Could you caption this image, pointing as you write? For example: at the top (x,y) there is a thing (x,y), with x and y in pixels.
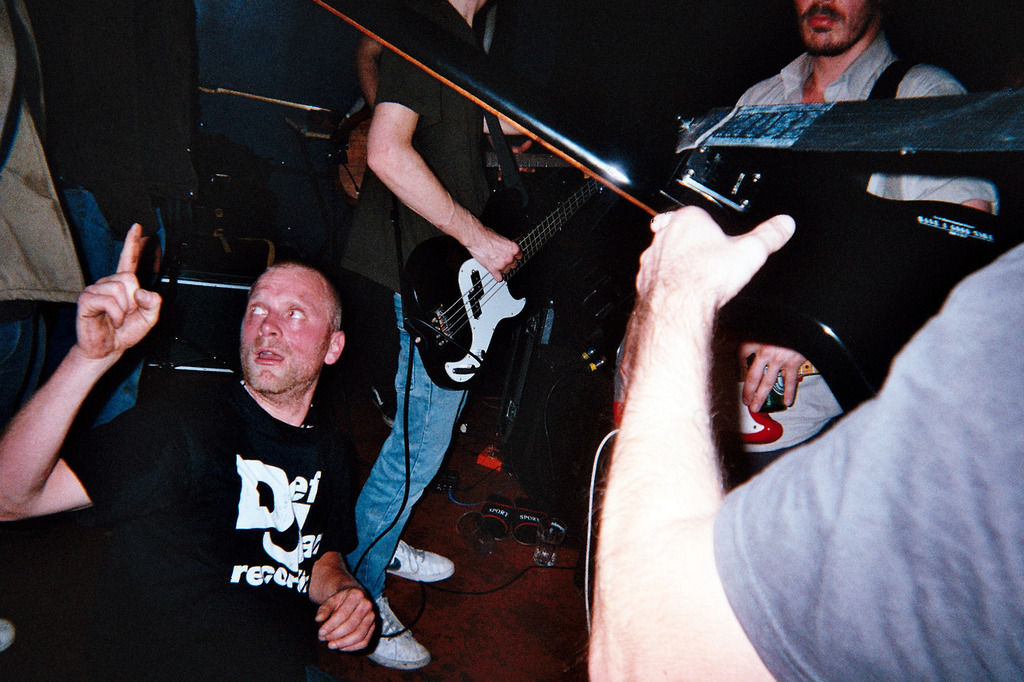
In this image there are group of people (306,490). In-front the man (462,217) is holding a guitar (548,224).
